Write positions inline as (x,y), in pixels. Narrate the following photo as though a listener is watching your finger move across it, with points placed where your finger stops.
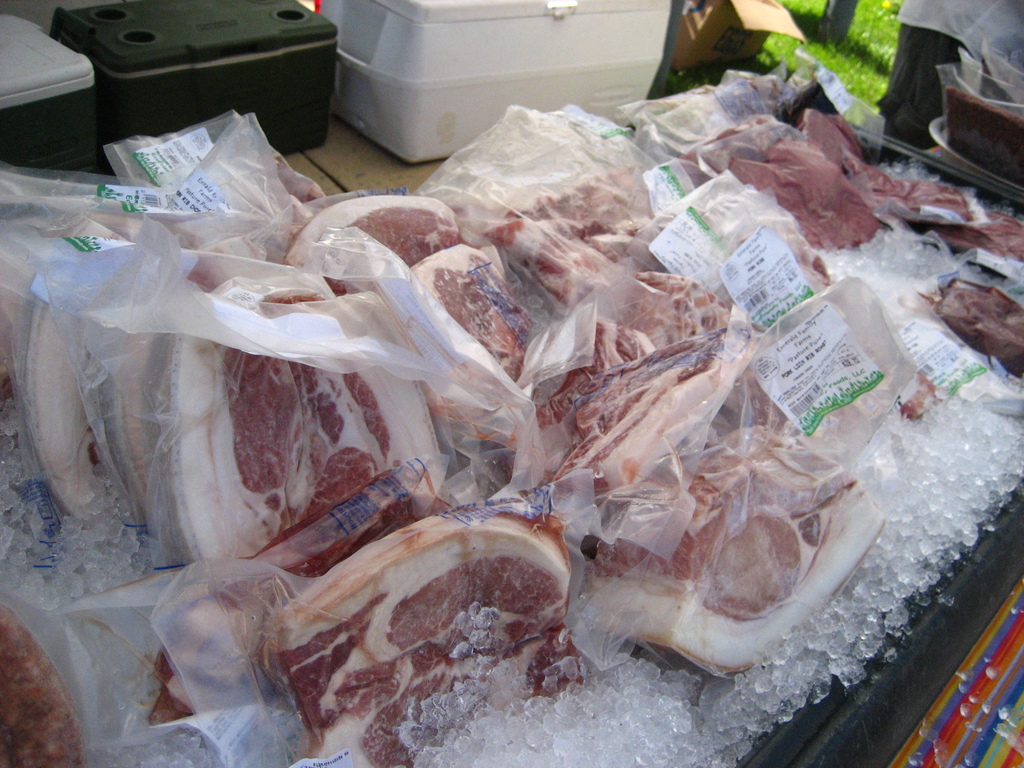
In this image at front (319,402) there is meat (348,217) on the table (894,161). Beside the meat (388,205) there are three boxes (390,76).
